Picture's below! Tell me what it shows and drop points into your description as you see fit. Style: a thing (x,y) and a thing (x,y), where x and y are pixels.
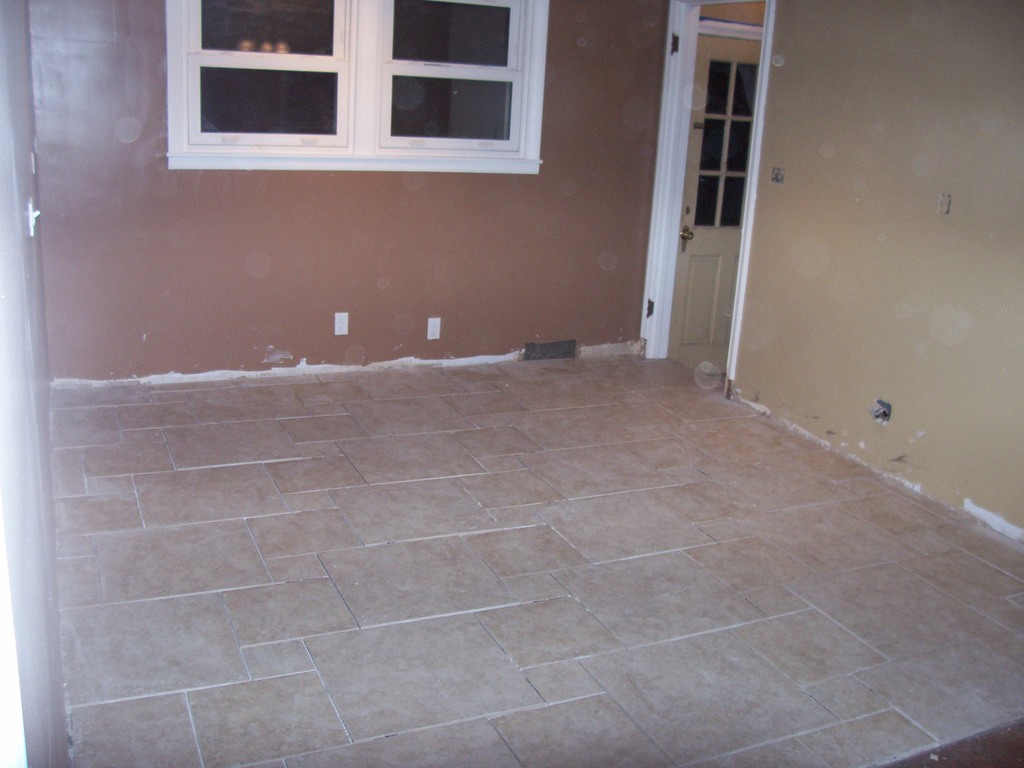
This is a picture of a building (448,106). In the center of the picture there are windows (456,24). On the right (741,82) there is a door (689,259). At the bottom (464,575) it is floor (108,460). On the left (6,203) it is wall (60,251).
